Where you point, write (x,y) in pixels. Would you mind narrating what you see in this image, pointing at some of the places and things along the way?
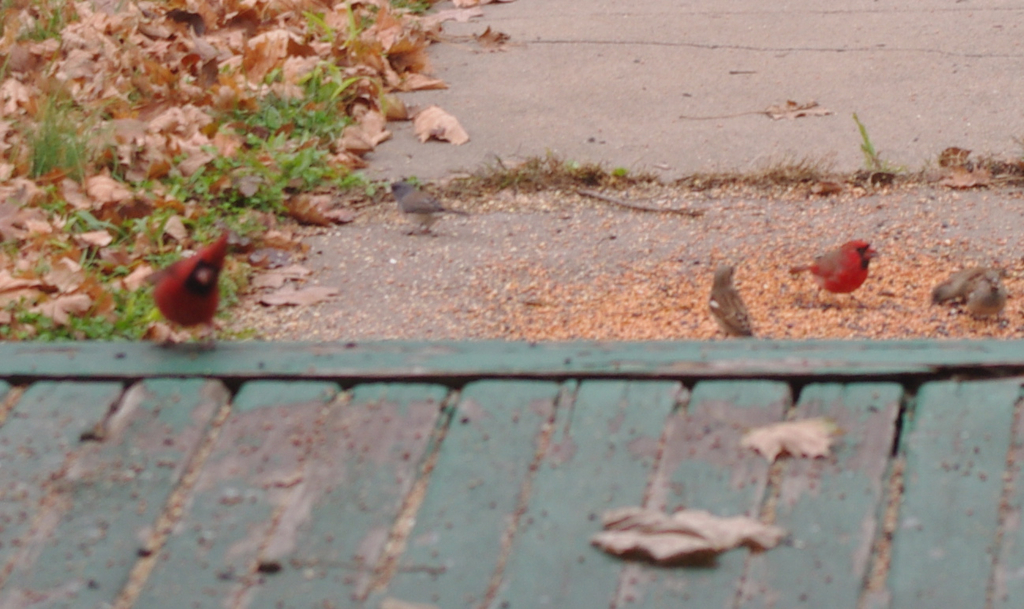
This image consists of birds (179,317). At the bottom (302,465), it looks like a roof (433,501). And we can see the dried leaves (191,137) on the road (416,142).
